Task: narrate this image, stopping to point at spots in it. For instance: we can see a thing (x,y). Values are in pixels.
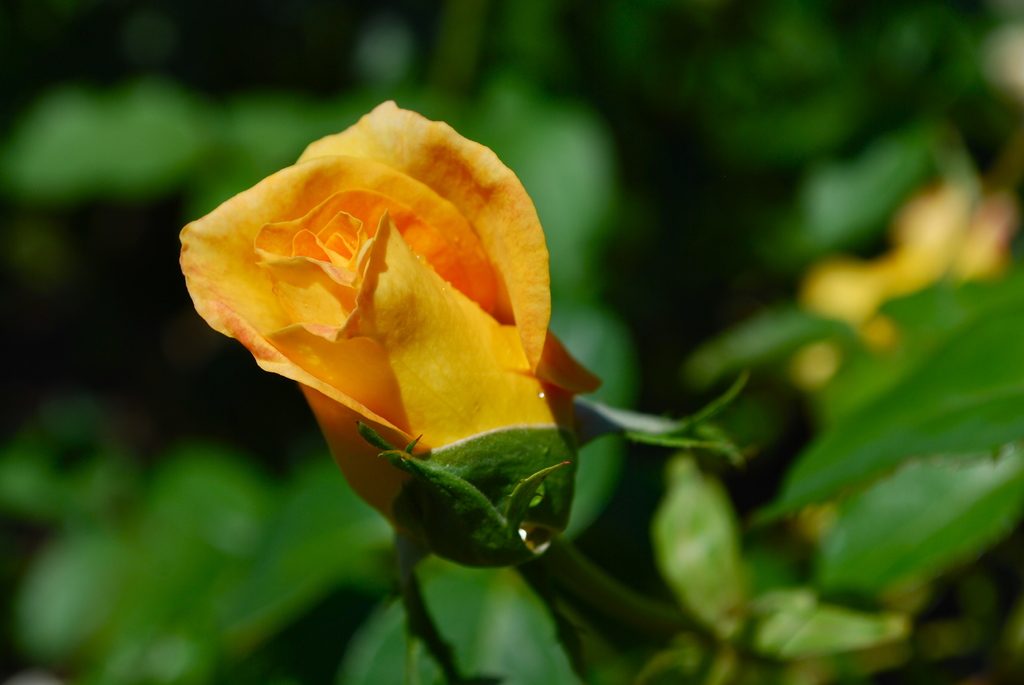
In this picture I can see there is a yellow color rose (556,378) and there are few leaves (663,538) on right side (843,449). The backdrop of the image (535,16) is blurred.
